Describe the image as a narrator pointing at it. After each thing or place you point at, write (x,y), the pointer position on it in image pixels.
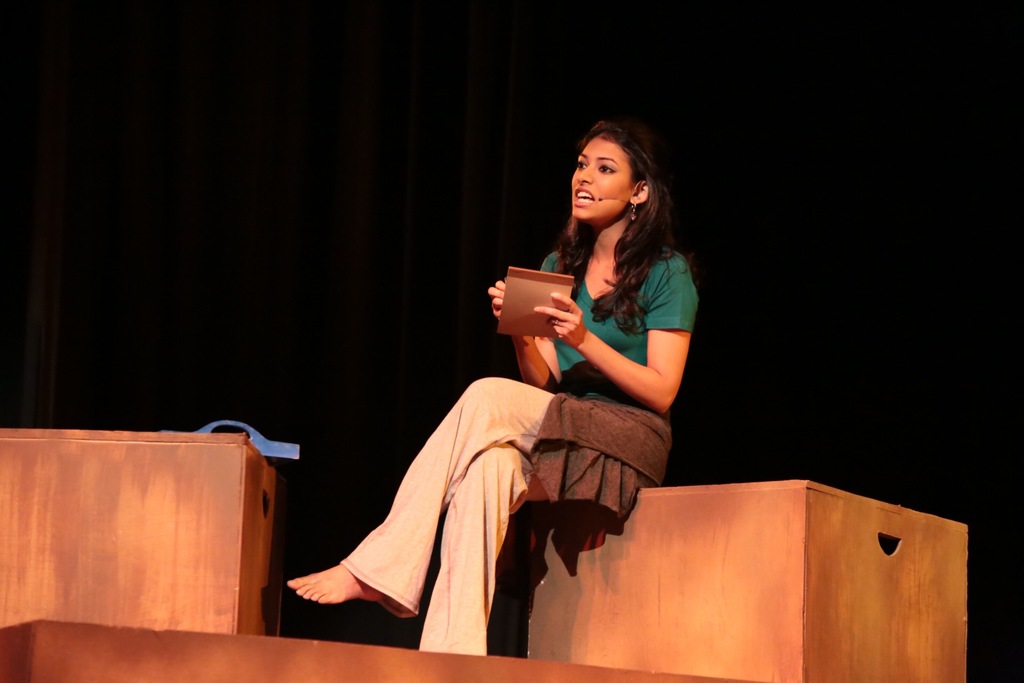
In this image we can see a lady (628,474) sitting on the wooden block (680,520). The background of the image (176,168) is black in color.
